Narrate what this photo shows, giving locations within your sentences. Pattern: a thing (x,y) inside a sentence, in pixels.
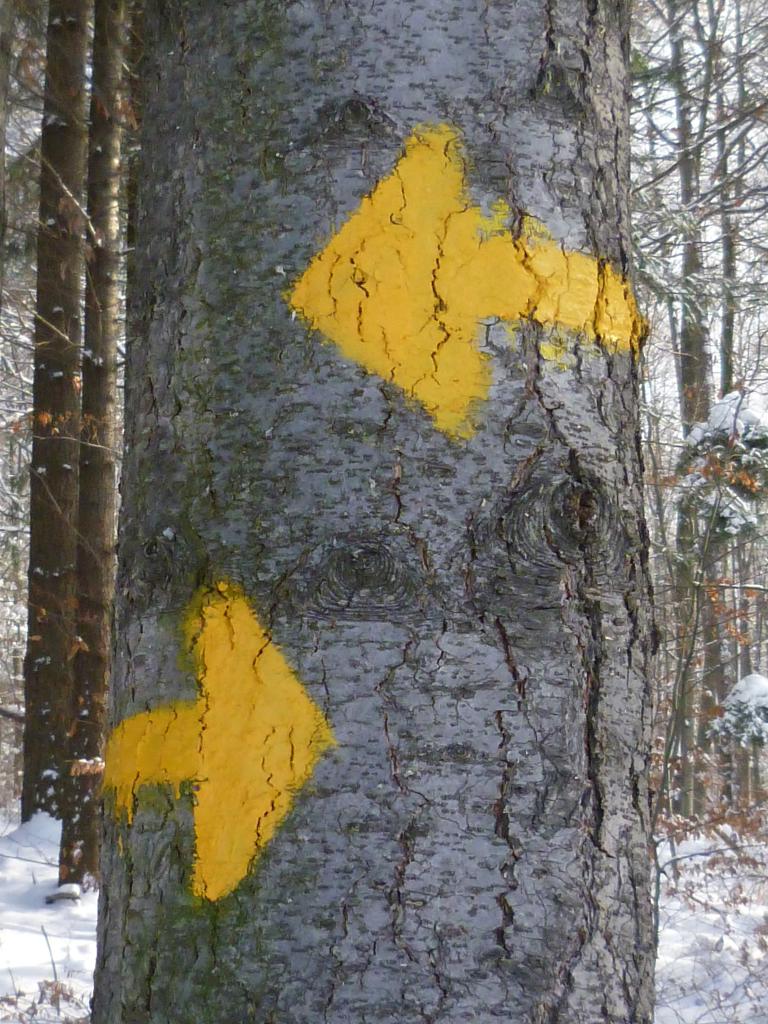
In the center of the image (399,501) there is a tree (392,798). In the background (721,832) we can see snow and trees (37,438).
